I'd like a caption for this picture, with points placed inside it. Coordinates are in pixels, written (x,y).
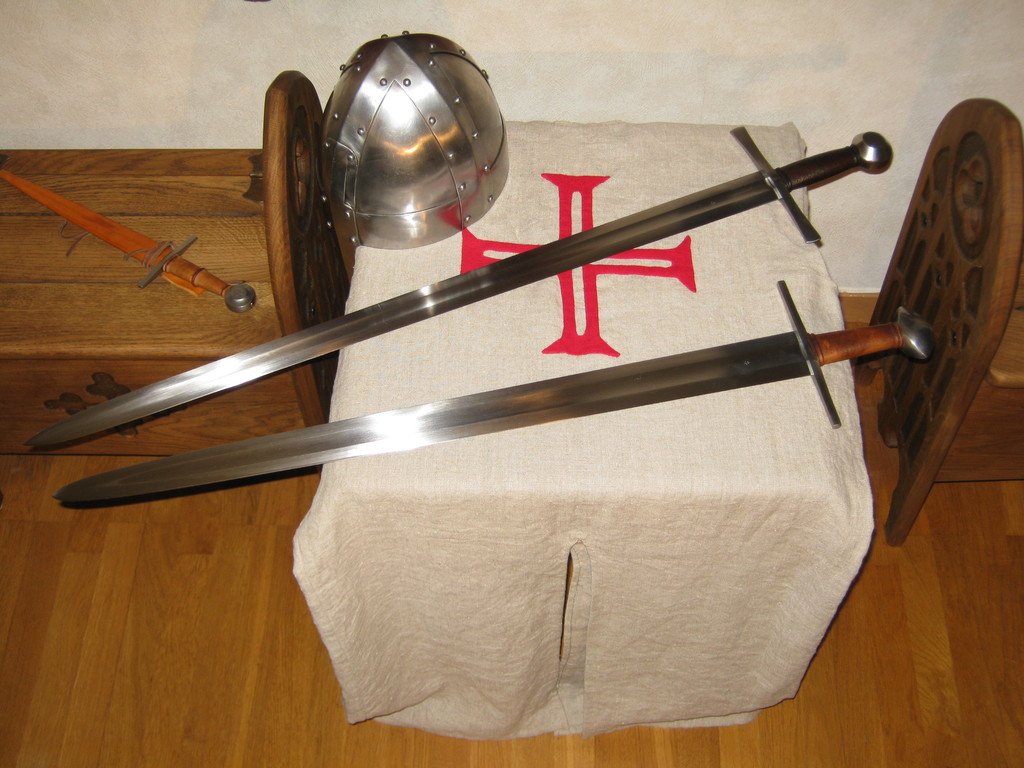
In this image we can see the swords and a helmet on the tables (782,513), in the background (182,61), we can see the wall (746,77).
